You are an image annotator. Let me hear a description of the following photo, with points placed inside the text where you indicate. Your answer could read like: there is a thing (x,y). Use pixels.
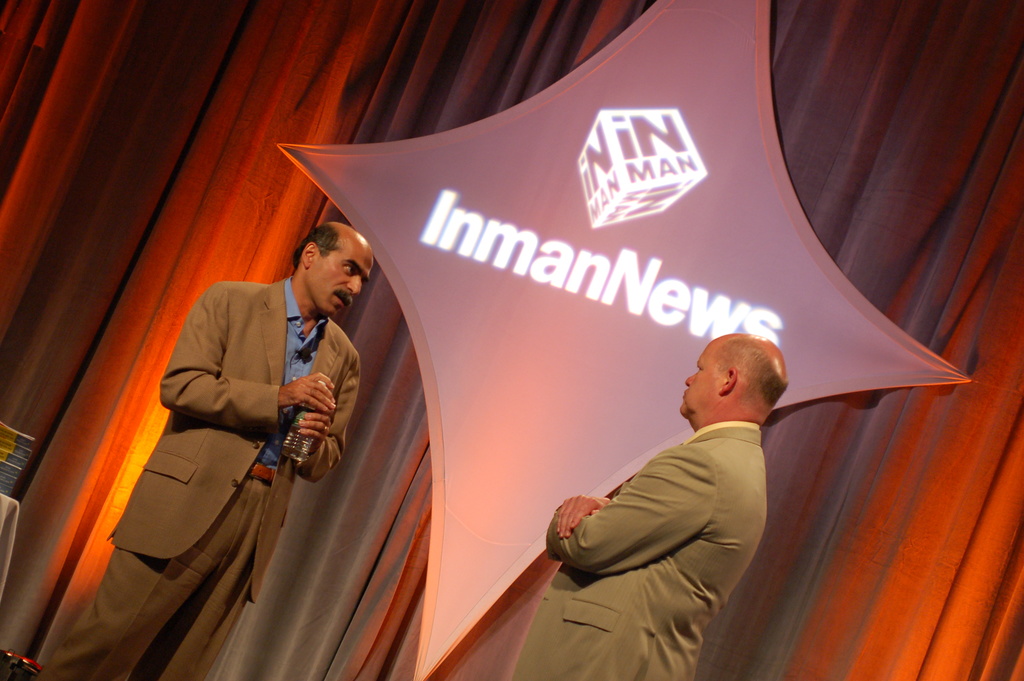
At the bottom of the image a man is standing. In the bottom left corner of the image (176,519) a man (209,355) is standing and holding a bottle (303,447). Behind them there is cloth (822,101) and banner (697,88).
